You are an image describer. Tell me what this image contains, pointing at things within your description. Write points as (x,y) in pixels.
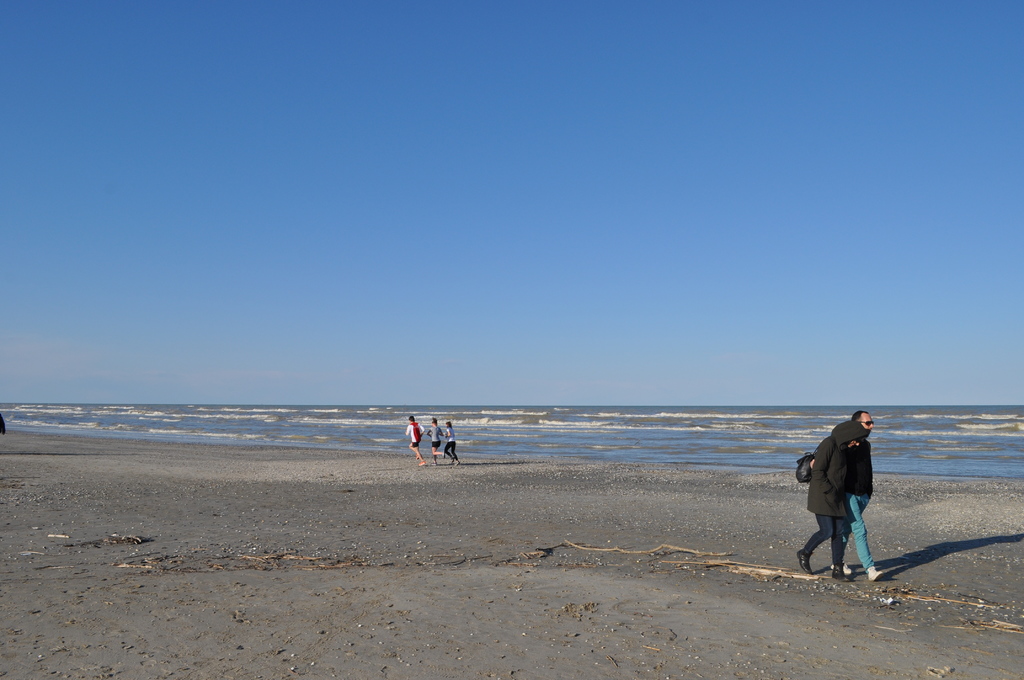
In this picture we can see two persons (847,498) walking on the right side (860,496), there are three persons (432,436) running here, in the background (532,441) we can see water (642,425), there is the sky (604,251) at the top of the picture (554,162).
